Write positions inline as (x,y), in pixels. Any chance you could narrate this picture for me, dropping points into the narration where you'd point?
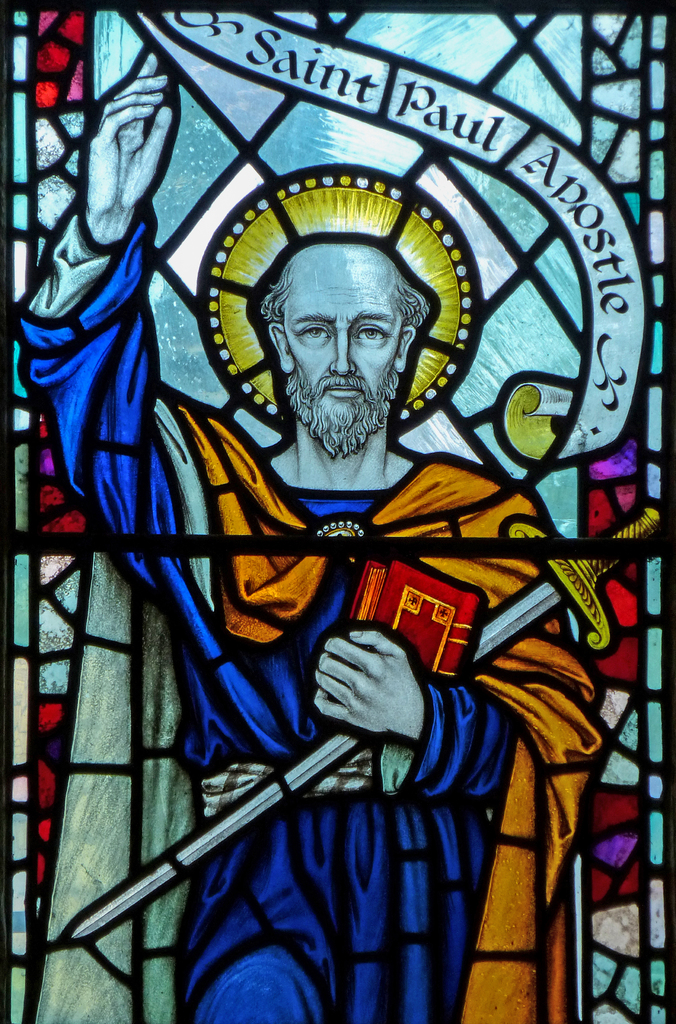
This picture seems to be an edited image. In the center (238,532) we can see the drawing (248,254) of a person (351,433) wearing blue color dress (275,660) and holding some objects (564,570). At the top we can see the text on the image.
